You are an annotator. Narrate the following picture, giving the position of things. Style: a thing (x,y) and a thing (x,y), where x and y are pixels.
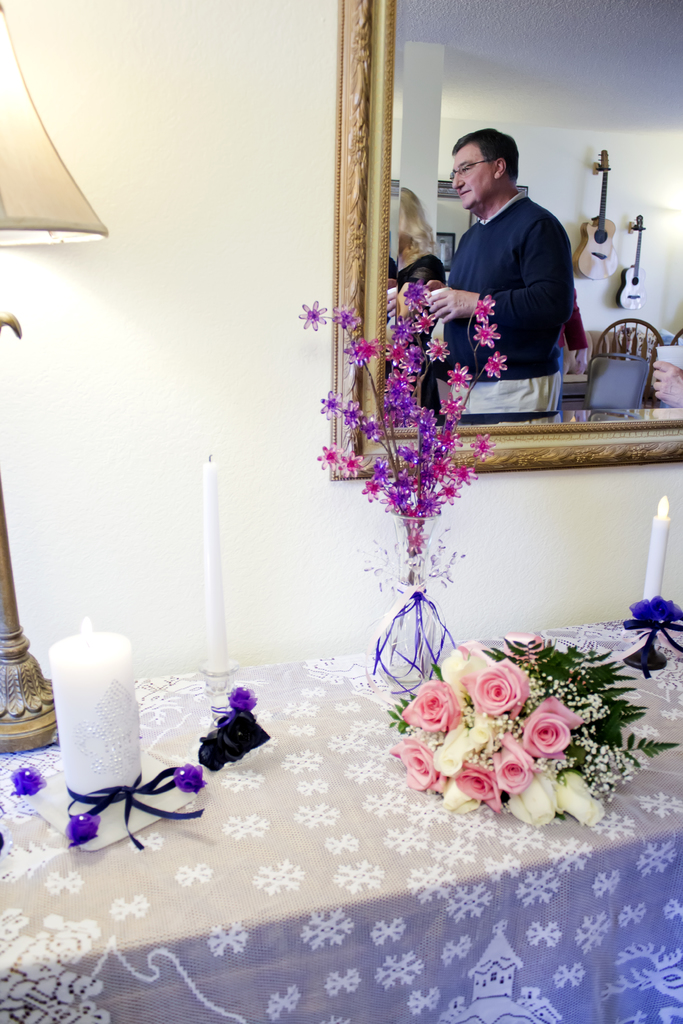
In this image there is a table (260,867) having few candles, lamp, bouquet (479,747) are on it. A mirror (472,60) is attached to the wall (520,523). In mirror (560,363) there is reflection (520,363) of two persons (519,323), chair (627,376) and two guitars (639,288) are attached to the wall (609,195).
